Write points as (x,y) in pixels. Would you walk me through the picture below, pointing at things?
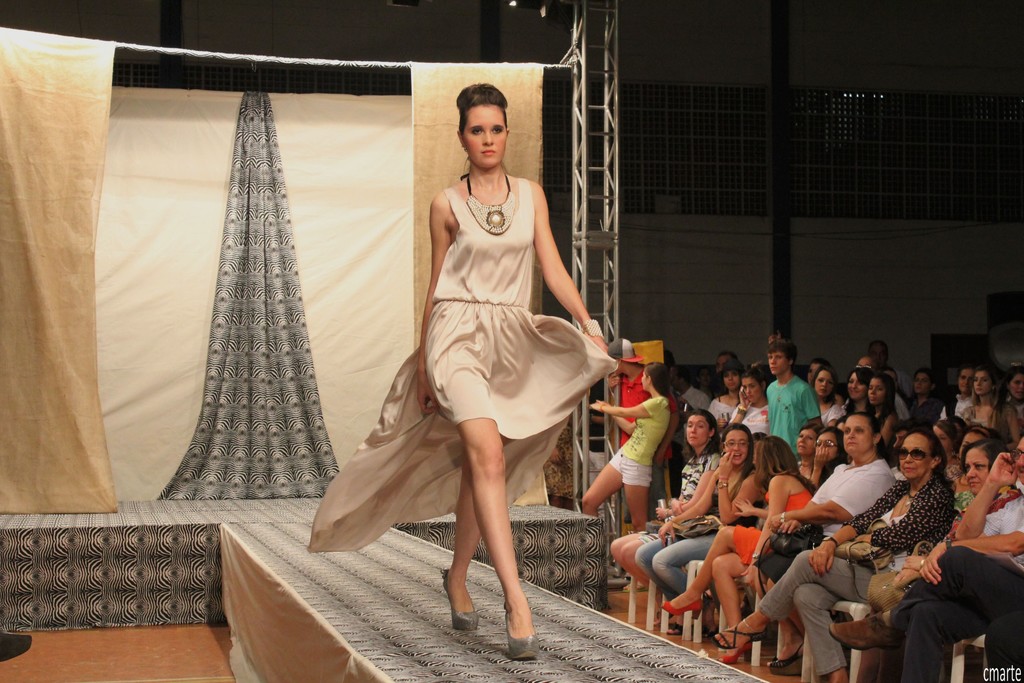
In the foreground (530,630) I can see a woman (516,618) on the stage (550,634). In the background (935,499) I can see a group of people (748,434) are sitting on the chairs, wall (700,151), metals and curtains (445,148). This image is taken may be in a hall (752,669).
